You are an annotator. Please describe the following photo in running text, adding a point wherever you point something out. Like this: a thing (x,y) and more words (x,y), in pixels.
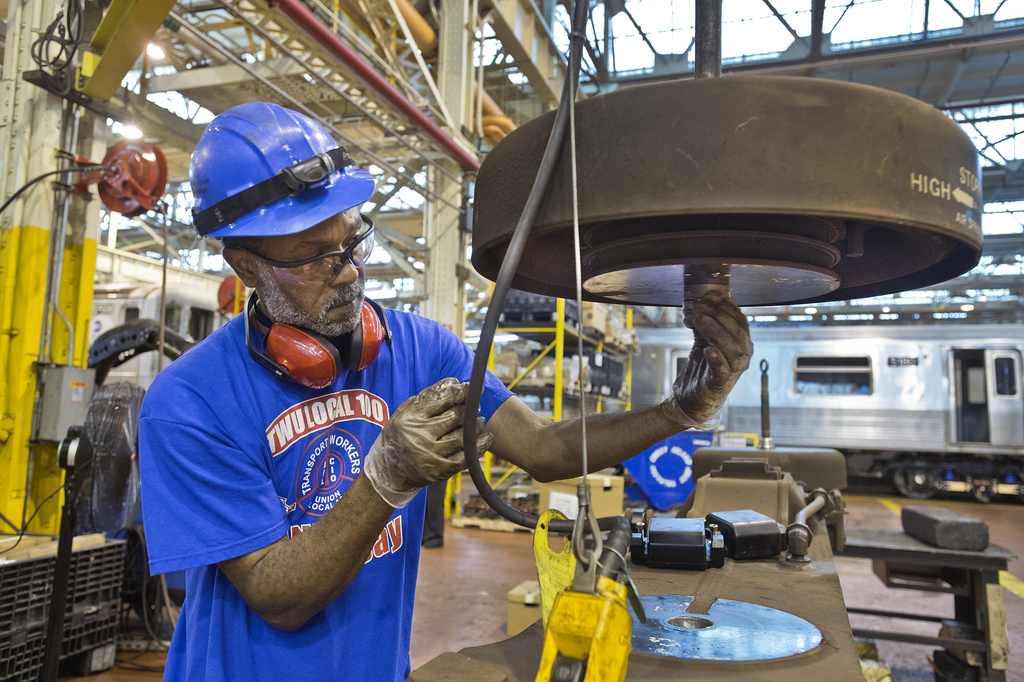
In front of the image there is a person (176,679) holding some object (641,269). There is an object (641,269) hanging from the top. In the background of the image (705,434) there is a vehicle (821,392) and there are some objects (92,163). On the left side of the image (298,6) there are metal rods (45,87) and there are some objects (594,394) on the rack (530,375).
